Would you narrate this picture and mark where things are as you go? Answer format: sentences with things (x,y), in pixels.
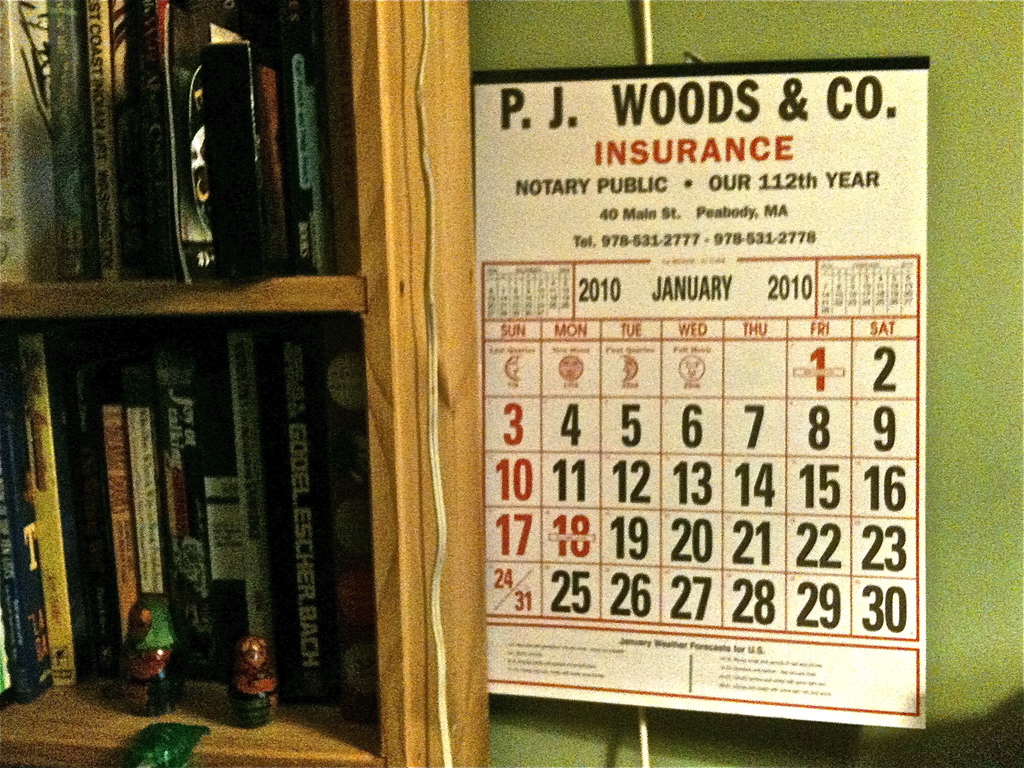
Here we can see books (143,510) and toys (172,740) in racks (355,86) and we can see calendar (674,668) on green wall (684,35).
